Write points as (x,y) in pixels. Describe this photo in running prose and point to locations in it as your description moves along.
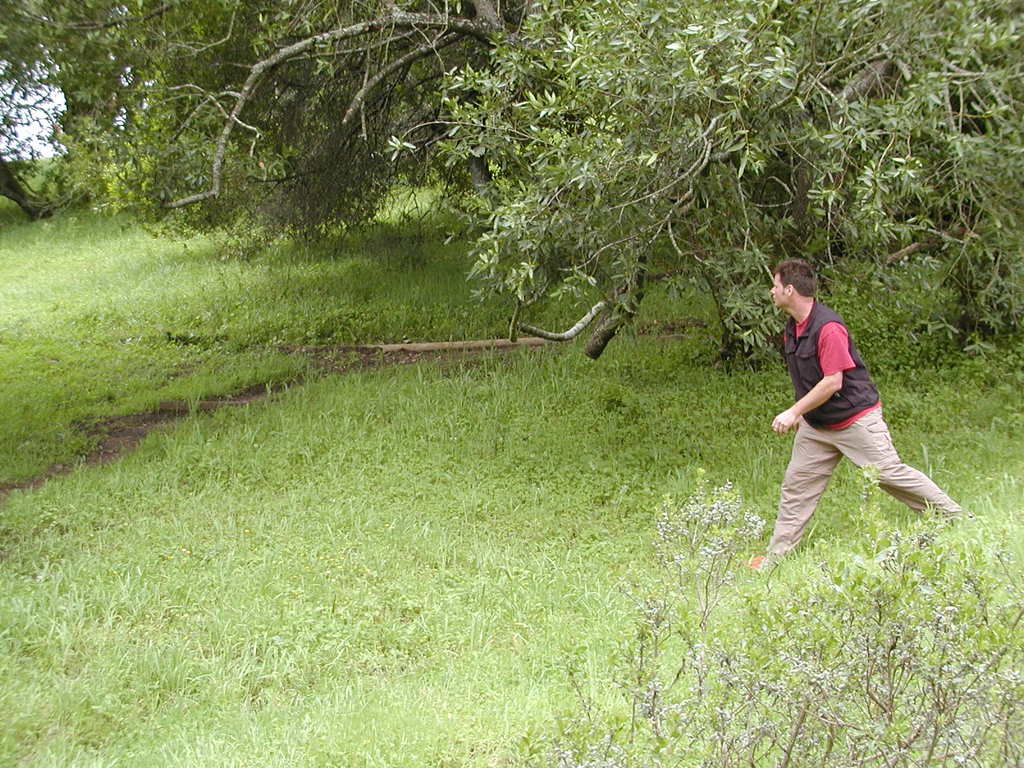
This picture is clicked outside. On the right (858,361) there is a person (851,377) wearing black color jacket (806,367) and walking on the ground (540,530) and we can see the ground (209,508) is covered with the green grass (336,478) and we can see the plants (703,682), flowers (625,584). In the background (50,77) we can see the trees (286,39).
